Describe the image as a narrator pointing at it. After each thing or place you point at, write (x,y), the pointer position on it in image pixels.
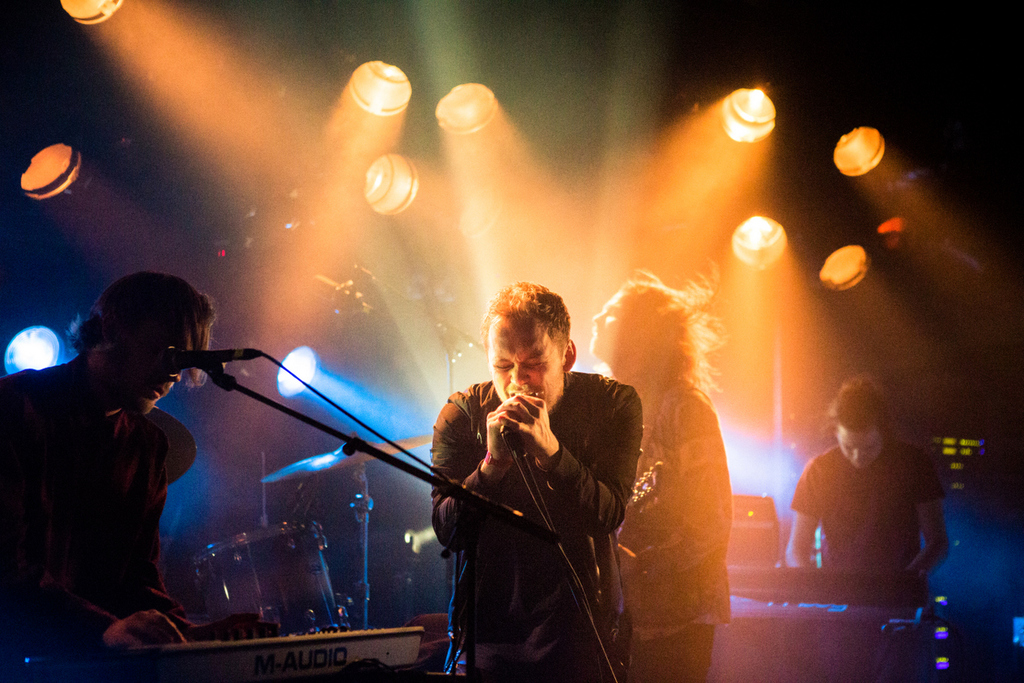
In this image I can see four people (555,431). Among them two people (550,451) are standing in front of the mic (447,483) and another two (669,401) are playing the musical instruments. In the background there are lights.
